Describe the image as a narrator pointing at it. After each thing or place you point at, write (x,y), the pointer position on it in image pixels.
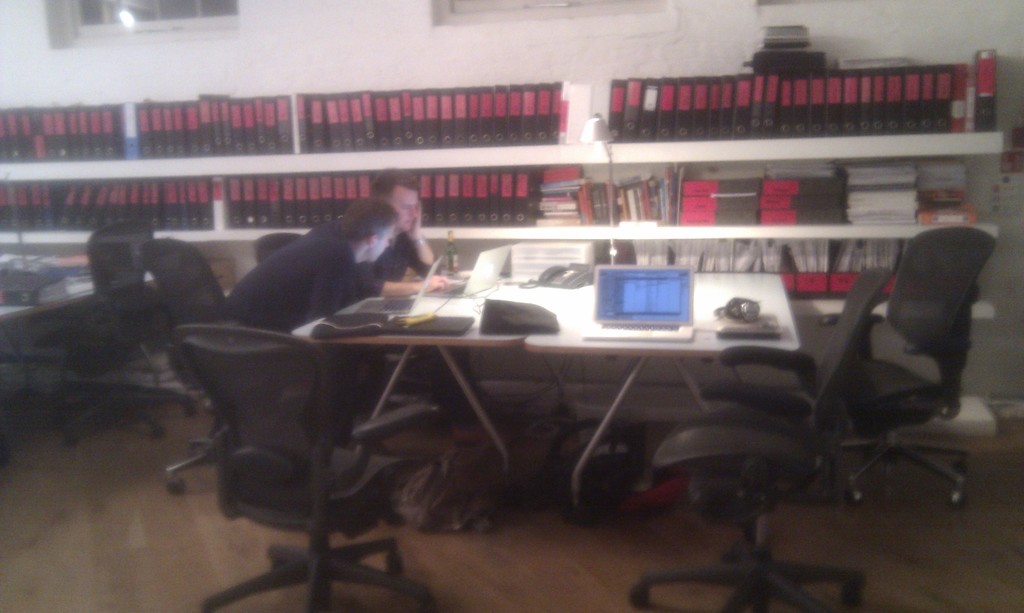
In this picture, we see two men (294,245) are sitting on the chairs (199,299). In front of them, we see a table (471,300) on which laptops (426,277), landline phone (577,276), lamp (590,117) and some other things (744,302) are placed. Beside that, we see the empty chairs (707,432). On the left side (173,315), we see a table (75,300) and chair (111,326). In the background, we see a rack (461,98) in which books (680,205) are placed. Behind that, we see a white wall (237,51) and windows (166,7). This picture might be clicked in the library (598,444).
